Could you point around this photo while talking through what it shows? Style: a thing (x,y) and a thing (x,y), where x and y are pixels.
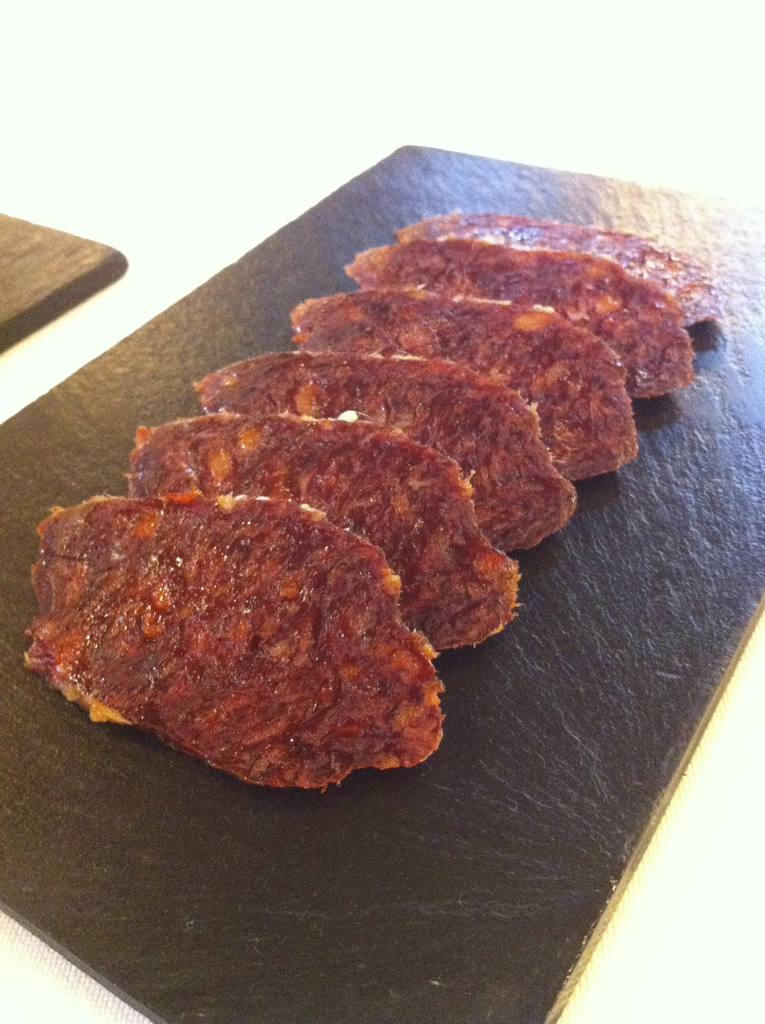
In this image there is food (375,435) on a black board (362,240), the background of the image (203,190) is white in color.
